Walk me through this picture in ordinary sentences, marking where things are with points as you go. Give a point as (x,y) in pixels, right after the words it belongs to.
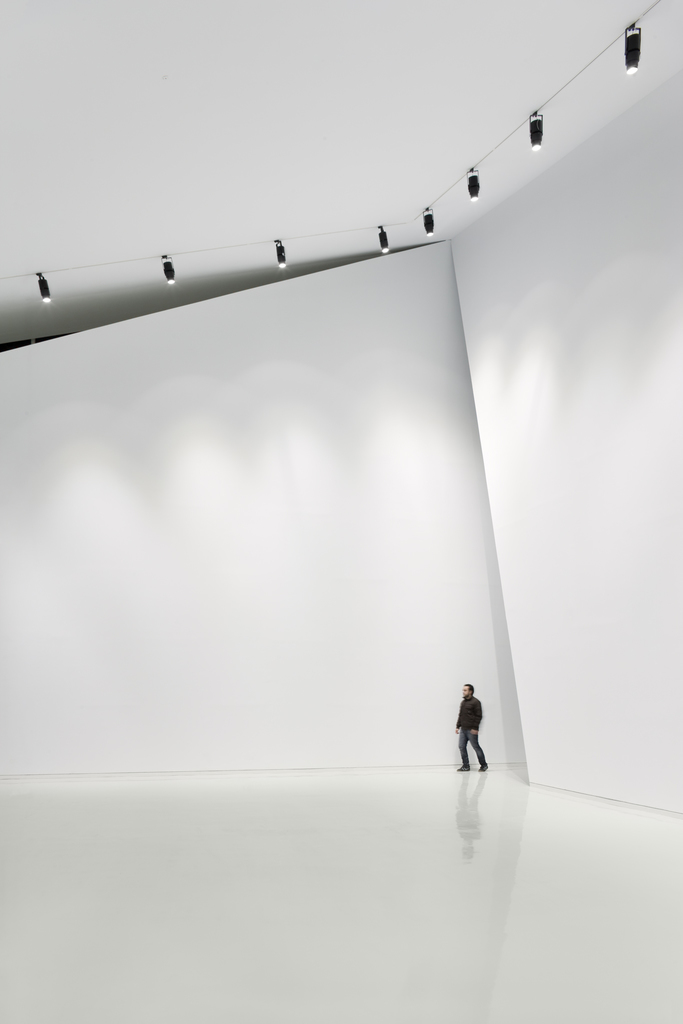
This is an inside picture of an auditorium (311,699). A human (474,717) is standing in a black jacket (472,726) and a jeans (477,739). Around him there is a white background (518,727). The floor (415,839) is in white and the wall (562,730) is in white color.
